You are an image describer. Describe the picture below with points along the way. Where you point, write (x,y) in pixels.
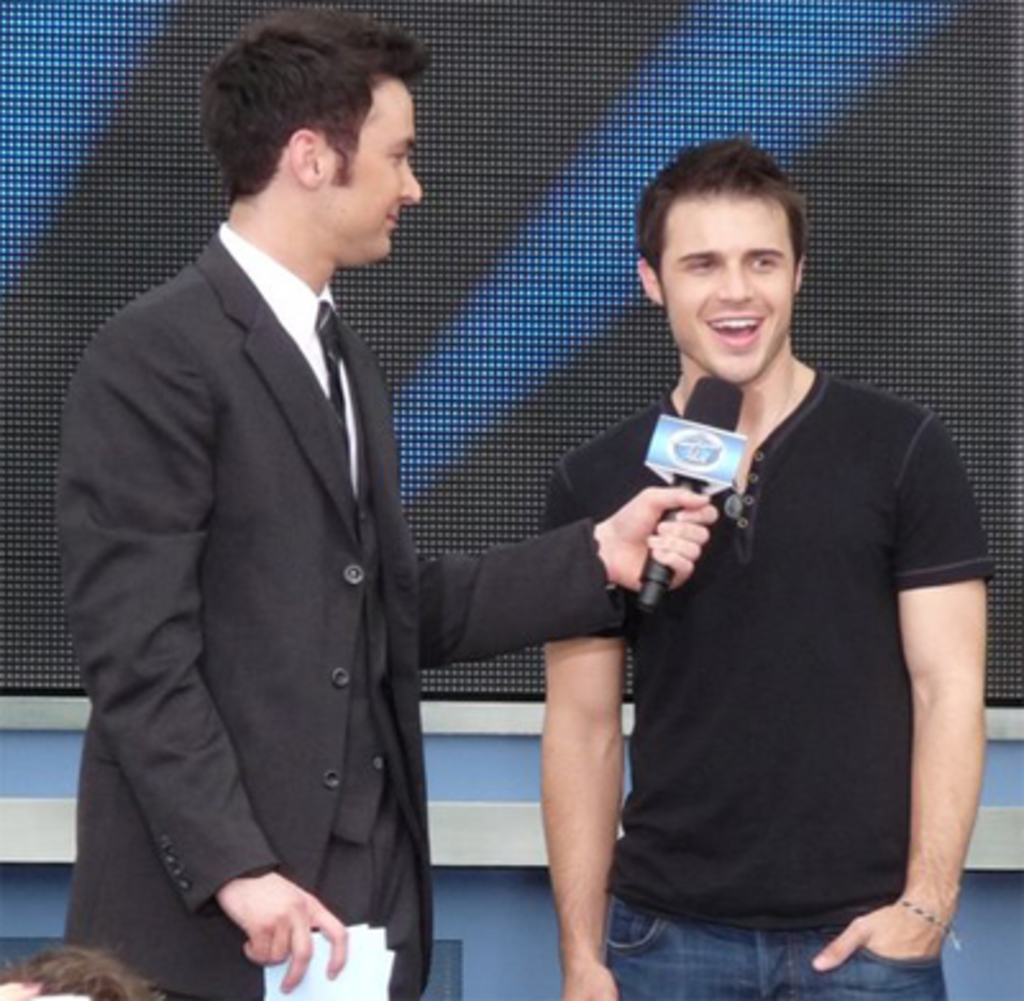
In the picture I can see two men (550,554) are standing among them the man (373,670) on the left side (217,663) is holding a microphone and papers (314,962) in hands (303,967).
